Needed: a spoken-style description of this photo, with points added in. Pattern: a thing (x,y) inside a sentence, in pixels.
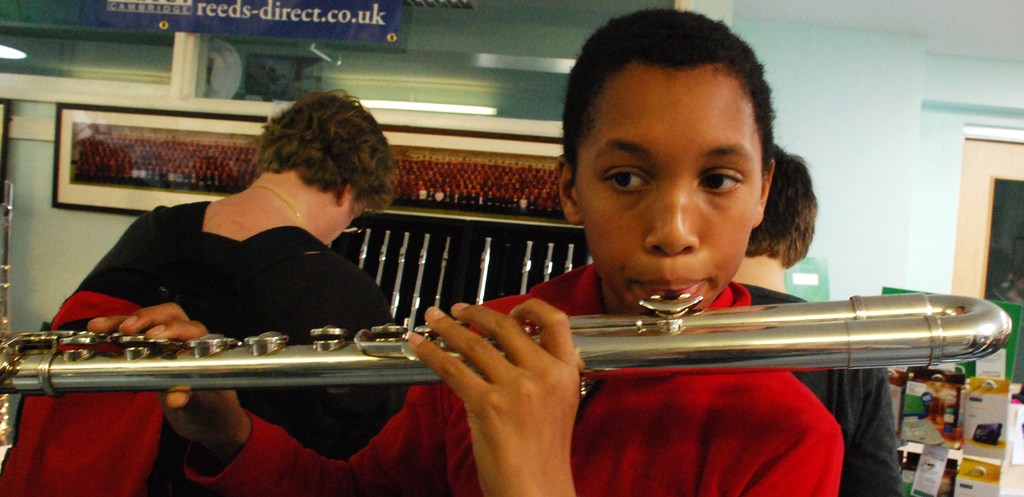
In this image we can see a boy (636,108) holding the musical instrument (777,313) near to his mouth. In the background (308,192) there are persons (306,251) standing on the floor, name boards (340,33) and walls (847,111).
